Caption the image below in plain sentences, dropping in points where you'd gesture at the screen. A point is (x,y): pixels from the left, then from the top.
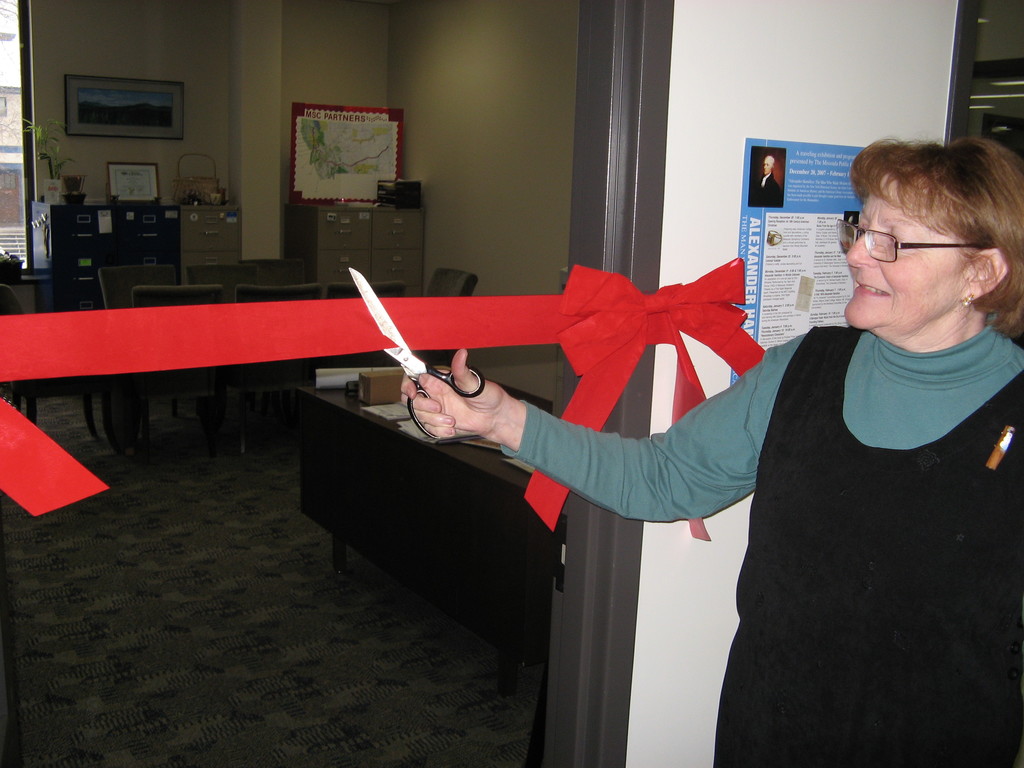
This image is taken indoors. On the right side of the image (692,482) a woman (871,195) is standing on the floor (335,591) and she is cutting a ribbon (388,340) with a scissor (396,355). In the middle of the image (516,277) there is a wall (703,191) with a poster (791,233) on it. At the bottom of the image (352,681) there is a floor (188,532). There are two tables (340,415) with a few things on them and there are a few empty chairs (199,271) in the room (204,370). There are a few cupboards (353,218) and a wardrobe (323,228).
